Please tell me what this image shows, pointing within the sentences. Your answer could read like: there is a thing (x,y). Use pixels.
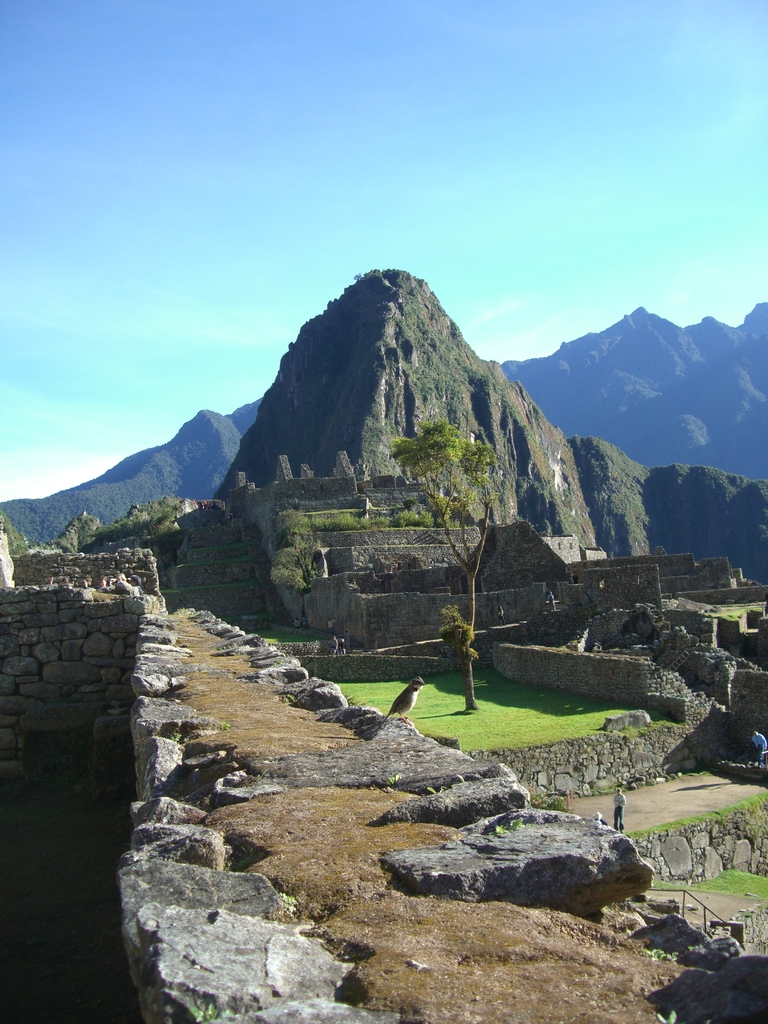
This picture is taken from outside of the city. In this image, in the middle (271,660), we can see a bird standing on the rocks (634,915). On the right side (728,668), we can see some trees (746,497), plants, rocks (688,639). On the left side (166,608), we can also see a wall (49,670) which is made of stones (111,617), rocks (70,574), plants (29,544), trees (148,514). In the middle of the image (312,513), we can also see some trees (465,524), plants (333,523), staircase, rocks (380,349). At the top (342,125), we can see a sky (310,31) which is in blue color. At the bottom (506,741), we can see a grass (550,722), a few people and a land (386,991).
